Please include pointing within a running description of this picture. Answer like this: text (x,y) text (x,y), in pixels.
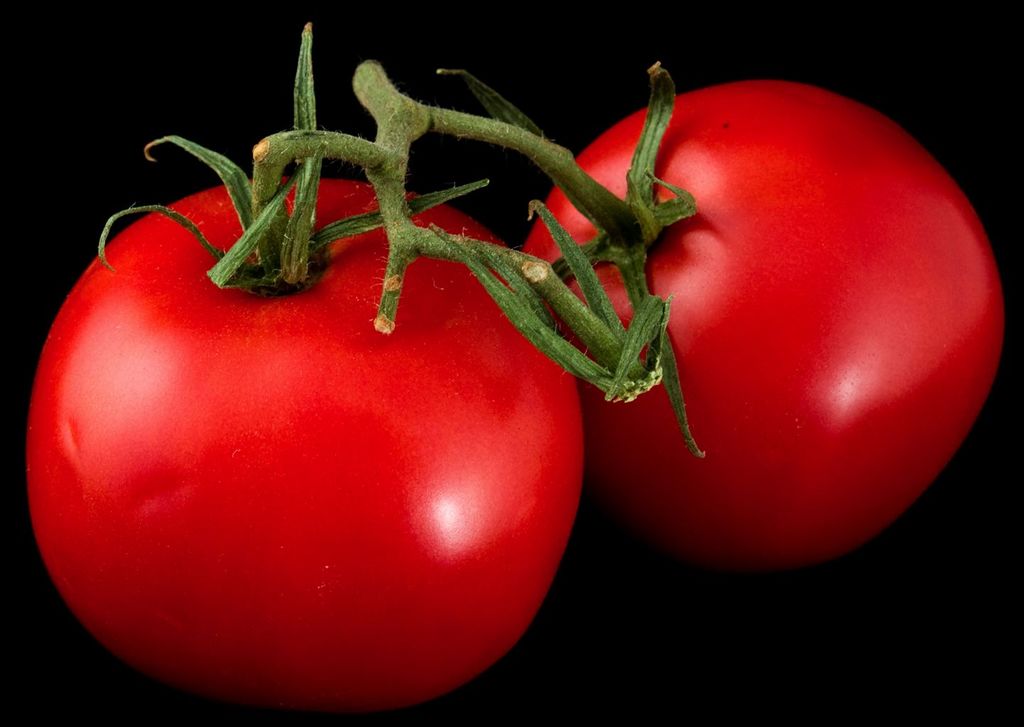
This picture contains two tomatoes (479,343), which are in red color. On the tomatoes (220,225), we see sepals (265,282) which are green in color. In the background (154,172), it is black in color.
